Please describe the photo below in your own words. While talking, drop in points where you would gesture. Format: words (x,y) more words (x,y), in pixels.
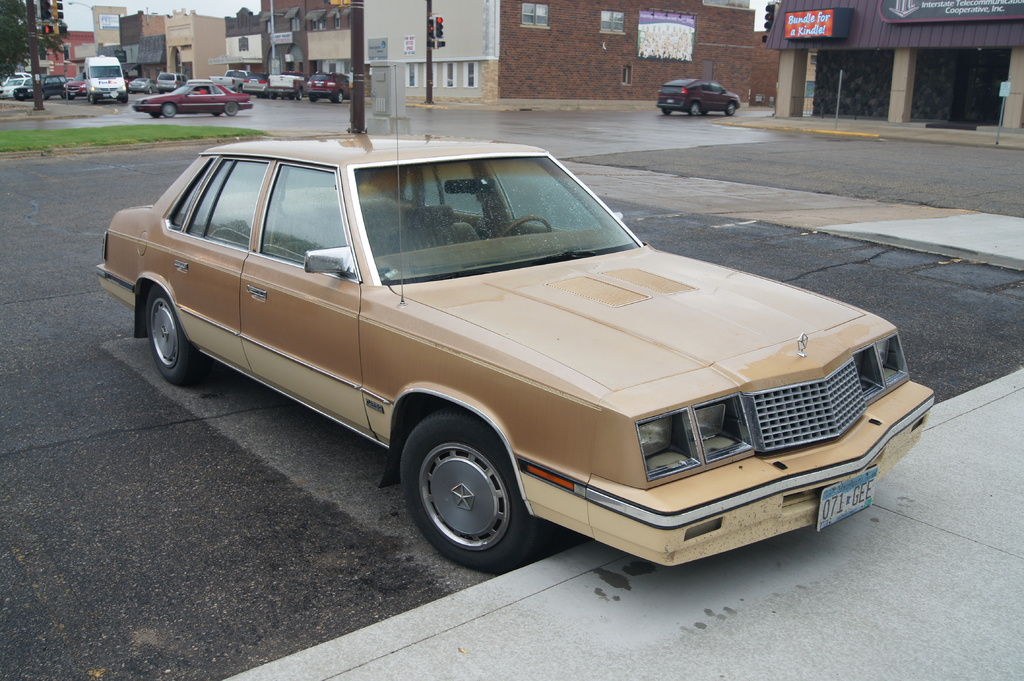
In this picture I can observe cream color car (300,307) on the road (94,380). I can observe some poles (428,11) in this picture. On the left side (70,135) there's grass (152,139) on the ground (142,129). In the background (101,89) there are some vehicles (186,93) on the road (281,107). I can observe buildings (223,38) in the background (158,47).
